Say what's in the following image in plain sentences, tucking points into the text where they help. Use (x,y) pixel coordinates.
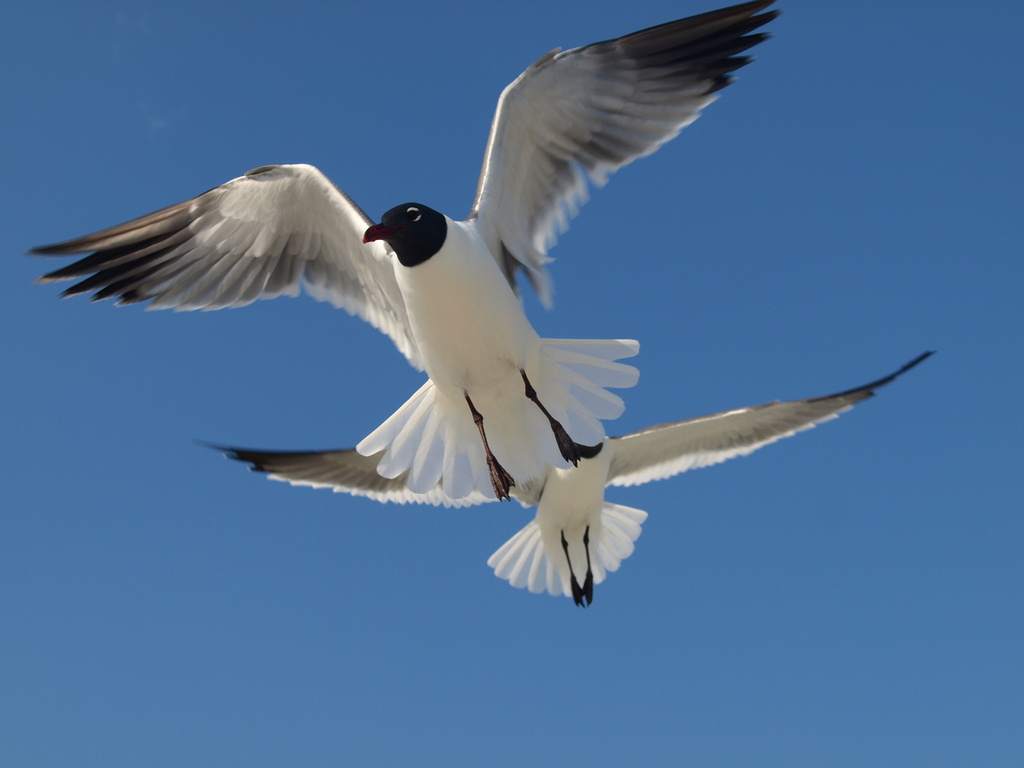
In this image I can see two white color birds (474,337) flying in the air (318,591). In the background (729,592), I can see the sky (833,290) in blue color.
